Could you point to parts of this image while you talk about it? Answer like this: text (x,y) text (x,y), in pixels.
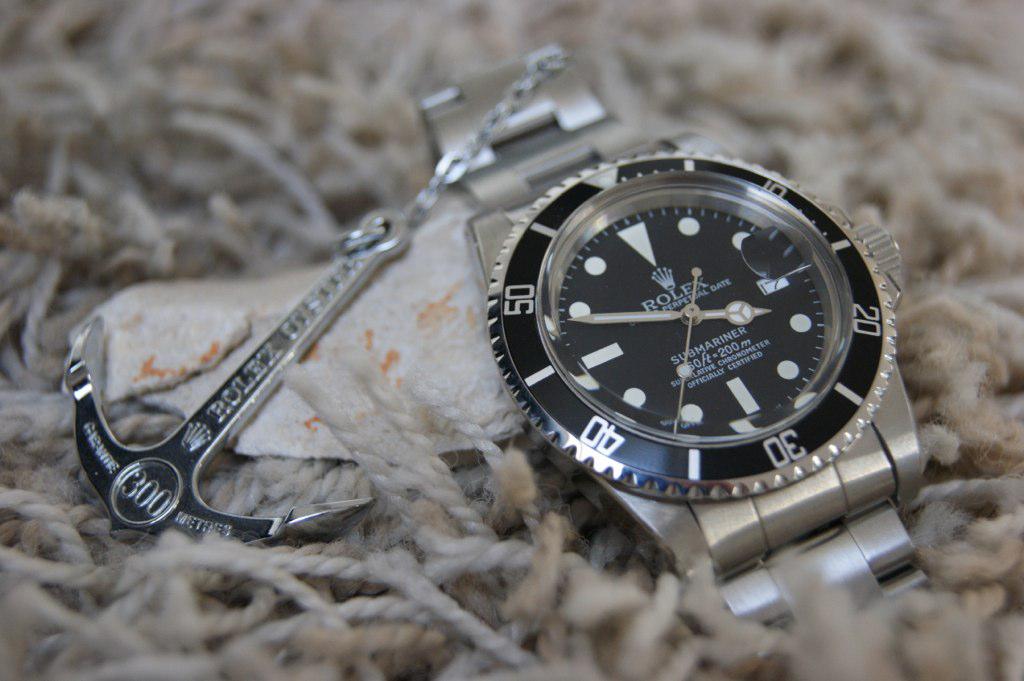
In the picture we can see a wrist watch (833,567) with a key chain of an anchor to it and it is placed on the threads (429,484).
